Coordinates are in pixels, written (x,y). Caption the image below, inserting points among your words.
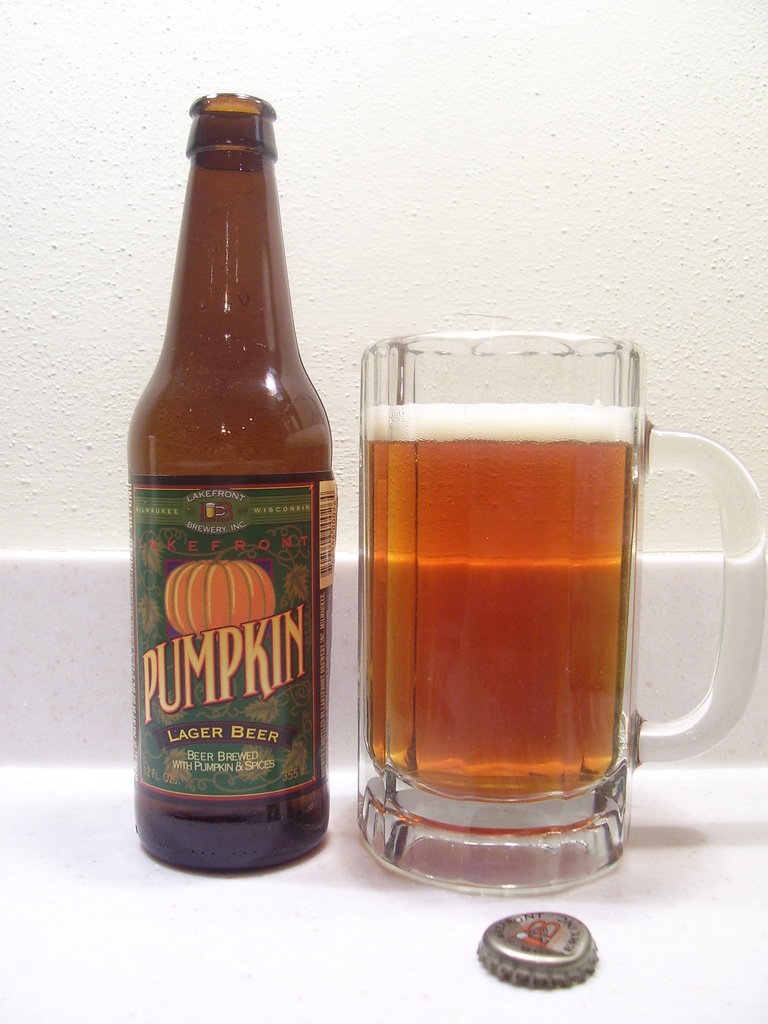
In this image i can see a bottle (256,454) and a glass (437,520) on a table (335,906) at the background (475,242) i can see a wall (416,235).
